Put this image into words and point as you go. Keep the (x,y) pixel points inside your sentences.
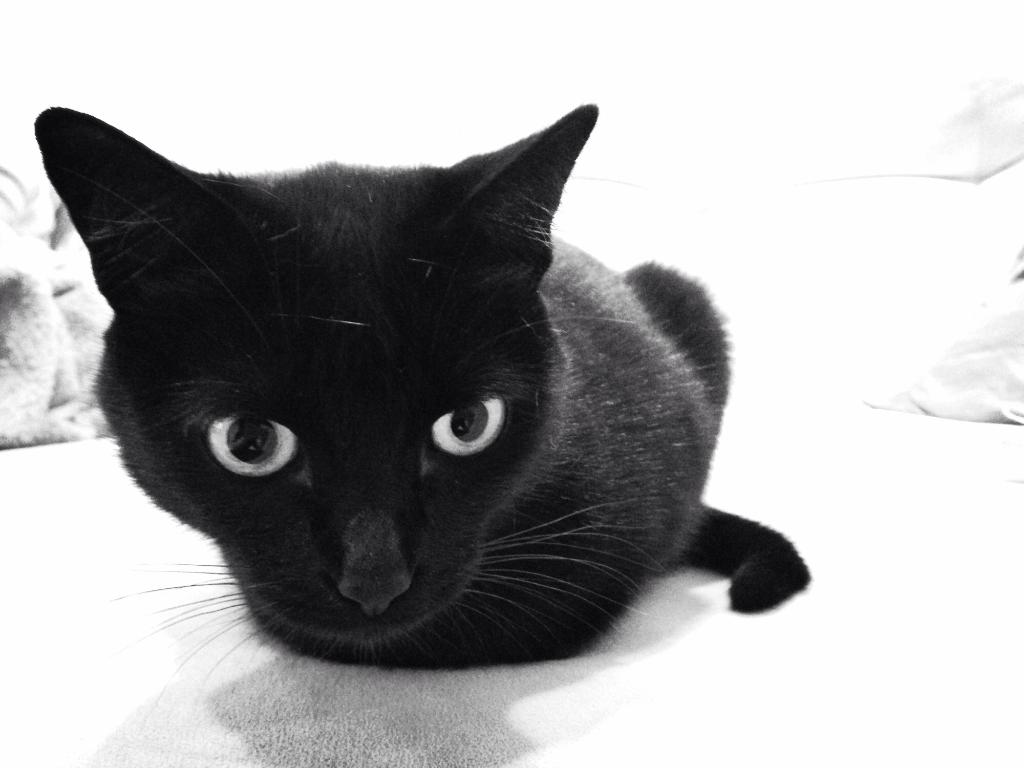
In this picture we can see a black cat (301,310) sitting on a white cloth (259,723) and looking at someone.
